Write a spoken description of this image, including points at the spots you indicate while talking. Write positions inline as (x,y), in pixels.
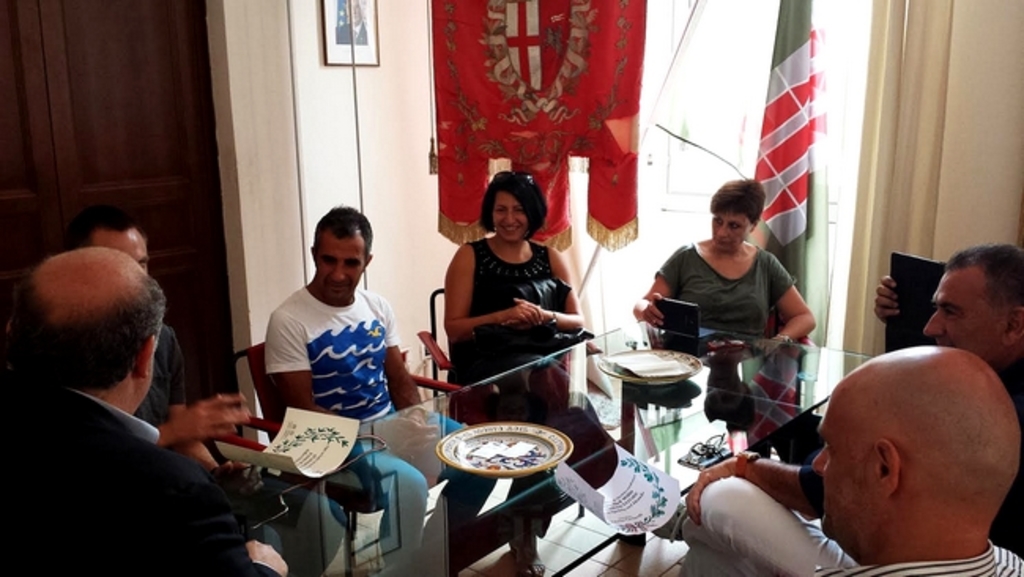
This is the picture inside of the room (45,245). There are group of people (165,342) sitting around the table (539,559). There are papers (340,455), plates (555,465) on the table (581,436). At the back (333,22) there is a photo frame (329,63) on the wall (278,102). At the back (779,75) there are flags (802,26) and curtains (908,66).
